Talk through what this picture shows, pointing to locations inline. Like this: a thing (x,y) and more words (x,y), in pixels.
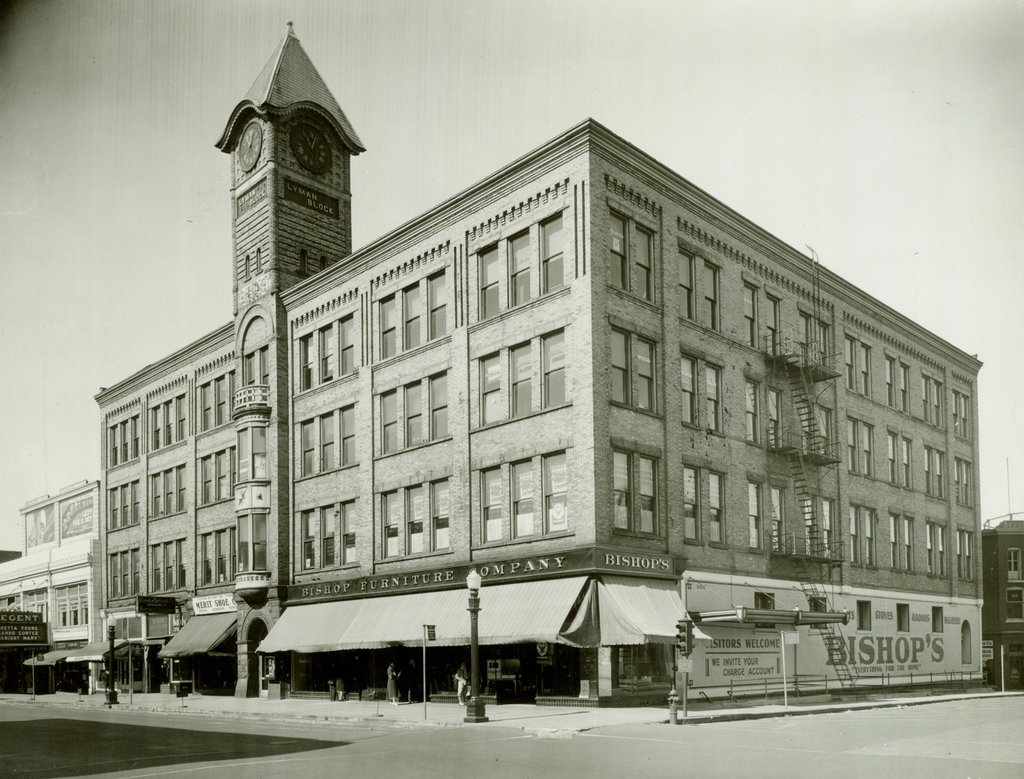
In this picture I can see there is a building (451,500) and there is a clock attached on the tower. There are some poles (476,653) here with lamps (473,572) and the sky (139,172) is clear.
